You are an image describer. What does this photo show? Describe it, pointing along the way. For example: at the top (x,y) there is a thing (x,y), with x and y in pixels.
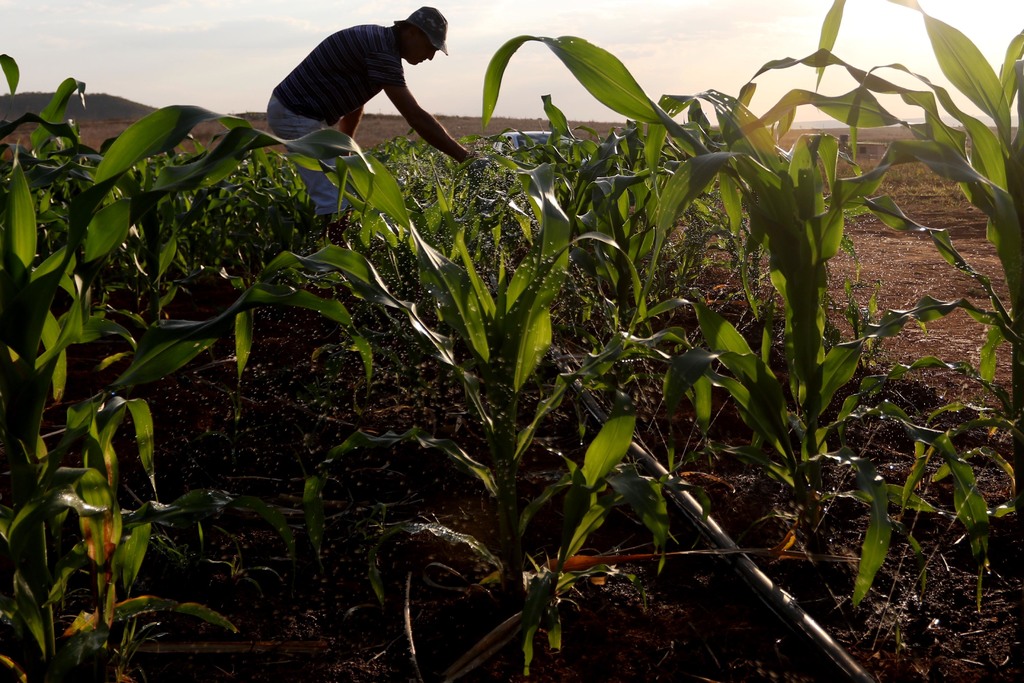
This picture shows a man (339,122) standing and he is touching the plants (421,197) with his hand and he wore a cap (433,41) on his head (415,51) and we see a cloudy sky (659,49).
